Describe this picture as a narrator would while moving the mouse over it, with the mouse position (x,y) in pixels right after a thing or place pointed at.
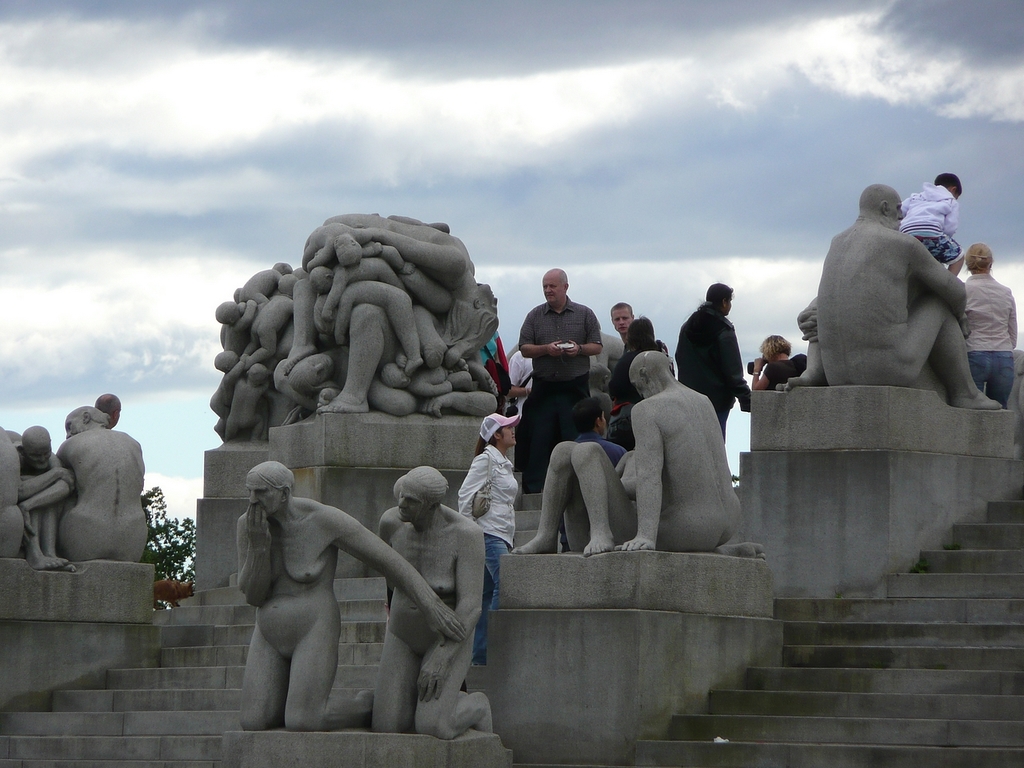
In this picture I can see there are few statues (428,492), there are few stairs (161,673) and there is a boy (933,213) sitting at right side (945,229) and there is a tree (151,501) at the left (170,534) and the sky (341,130) is cloudy.
